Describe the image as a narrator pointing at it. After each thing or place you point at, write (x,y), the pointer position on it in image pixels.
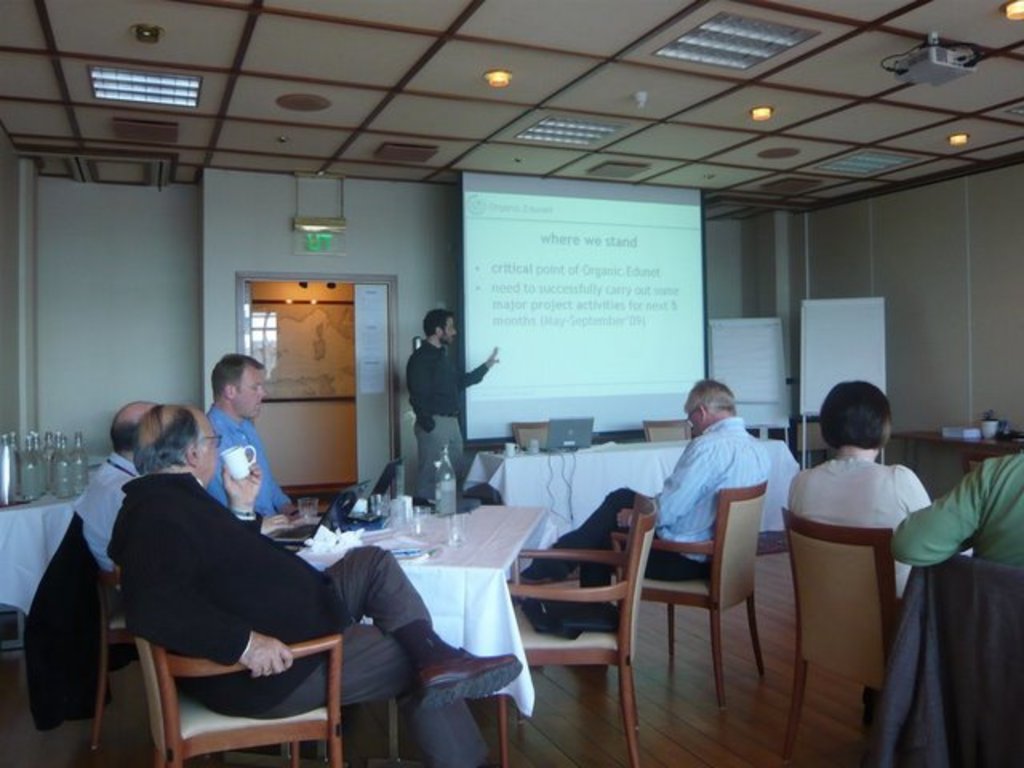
In this picture there are several people (749,469) sat on chair (634,573) and there is a guy (419,385) in front wearing a black shirt (452,382) explaining the screen (517,292) and there are some whiteboards (757,361) beside the screen (611,295) and over the ceiling (695,70) there are several lights (762,113) and this seems to be of meeting room (985,266), and there is table (51,557) at left side (51,506) corner with some bottles (58,459) on it and there is a entrance door (283,447) in the middle of the room (402,437).
